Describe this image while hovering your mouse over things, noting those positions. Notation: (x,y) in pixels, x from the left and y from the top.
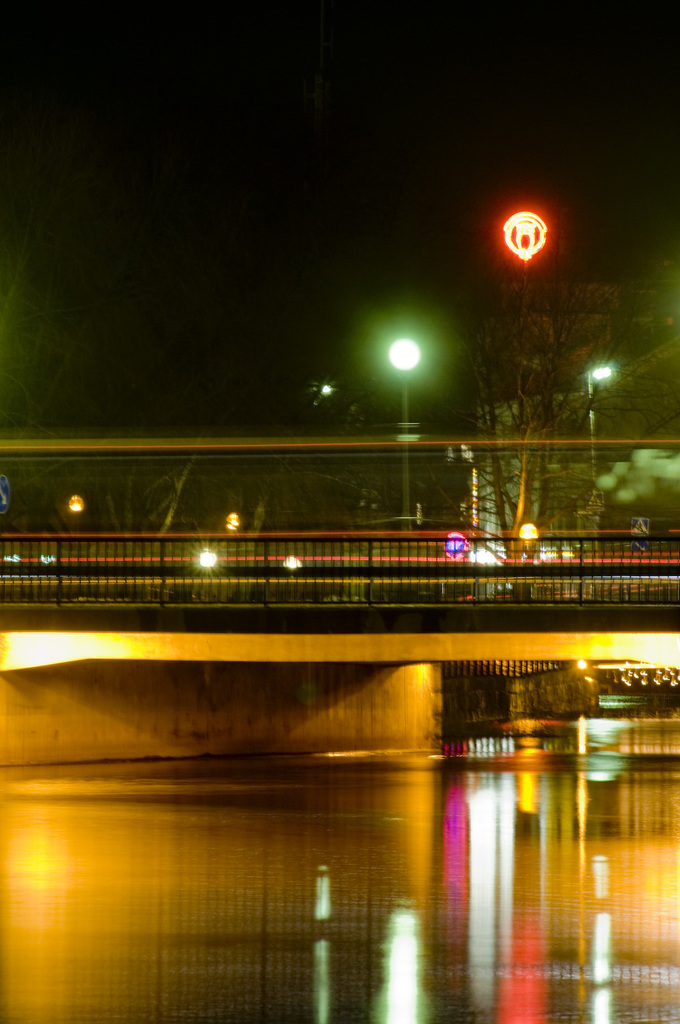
In this image there is a bridge (436,591), beneath the bridge (356,599) there is water (300,818), on the other side of the bridge (466,614) there are trees (512,381) and lamp posts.
